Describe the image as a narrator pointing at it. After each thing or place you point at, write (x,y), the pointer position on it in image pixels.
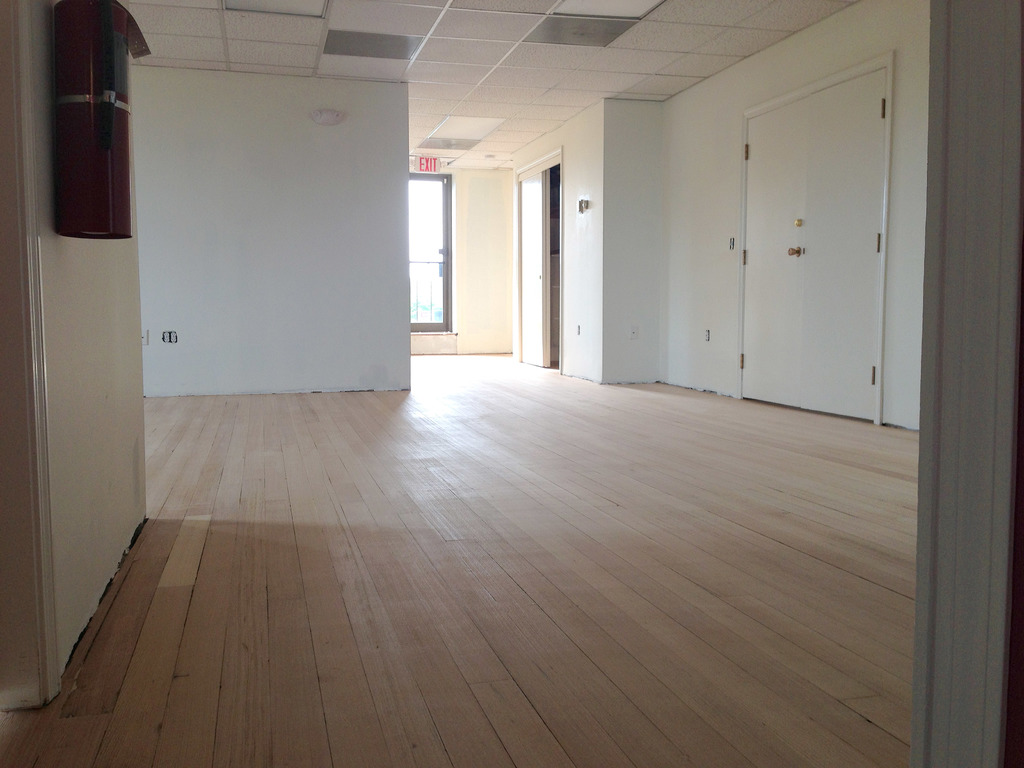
This is an inside view of a house (380,325), where there are doors (798,198), board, window (426,219).
